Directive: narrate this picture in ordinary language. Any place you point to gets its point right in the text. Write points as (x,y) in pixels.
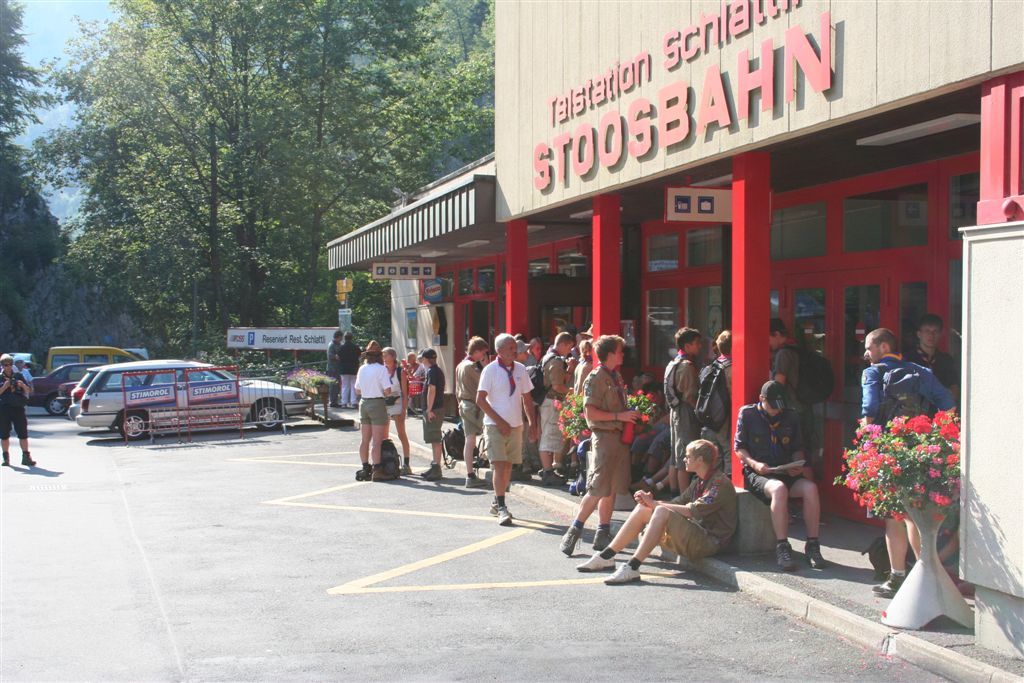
In this picture we can see a group of people (391,386) where some are sitting and some are standing, bags (463,436), vehicles (57,366) on the road (407,480), fence (197,394), name boards (682,210), pillars (746,246), building (650,244), flowers (570,400), trees (252,316) and some objects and in the background (62,16) we can see the sky (70,26).
